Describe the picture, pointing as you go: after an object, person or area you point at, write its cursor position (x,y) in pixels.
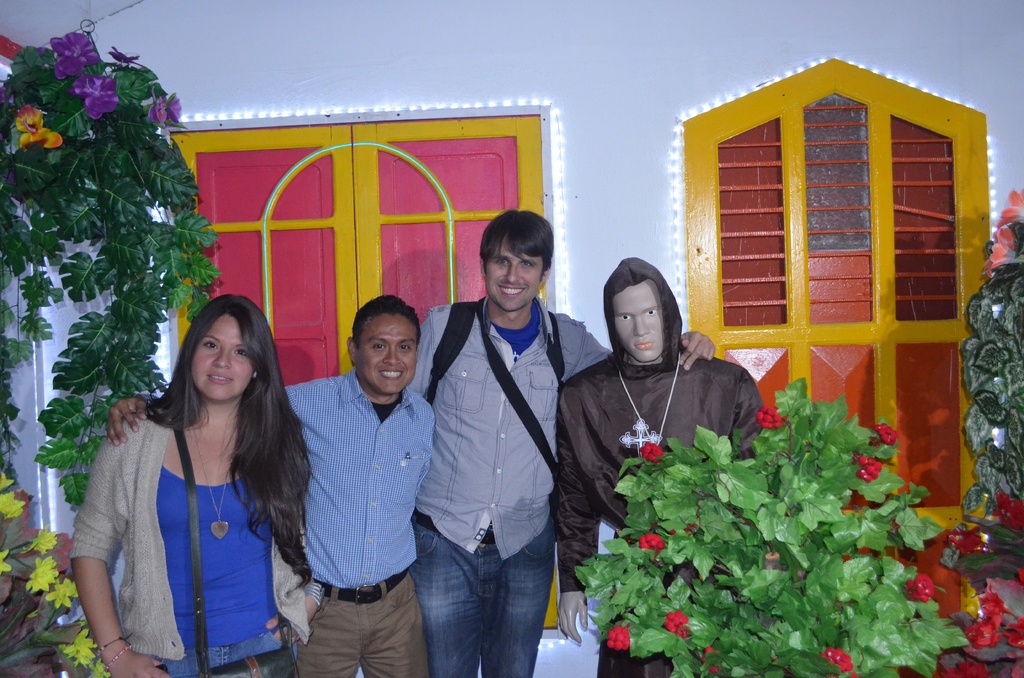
In this picture I can see three persons (388,459) are standing in the middle (466,438), on the right side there is a doll (679,345). There are plants (34,247) on either side of this image, in the background (835,114) I can see the windows (755,217) decorated with the lights (556,251).
